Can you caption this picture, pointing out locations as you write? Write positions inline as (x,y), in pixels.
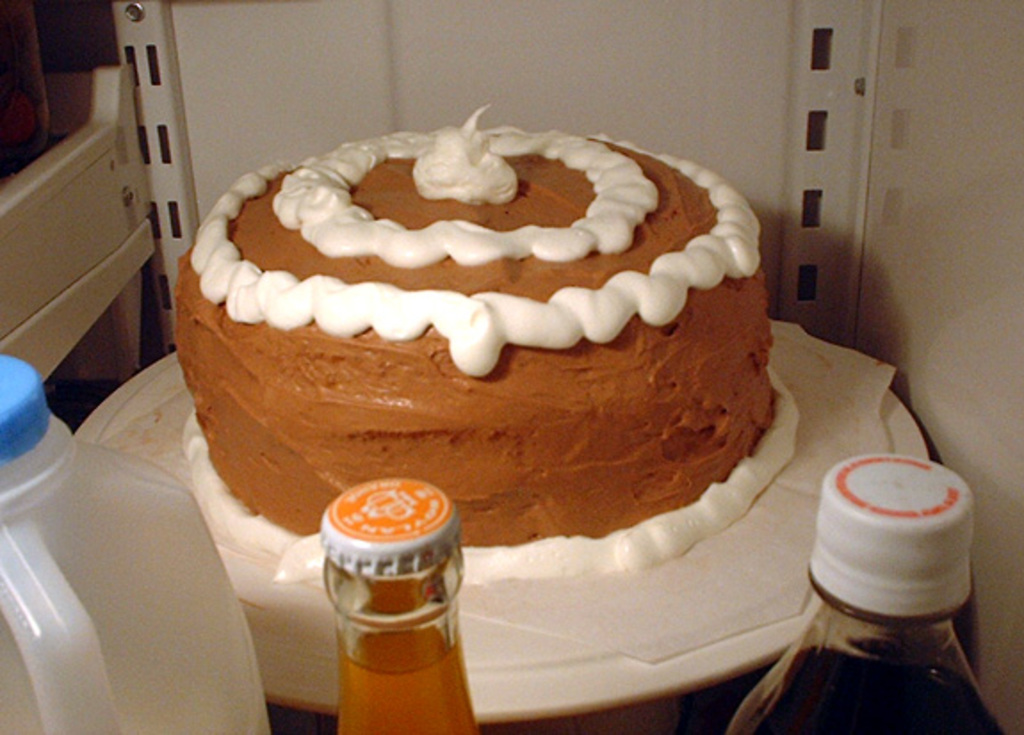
In this image I see a cake (740,314) which is of white and brown in color and there are 3 bottles (3,666) over here.
